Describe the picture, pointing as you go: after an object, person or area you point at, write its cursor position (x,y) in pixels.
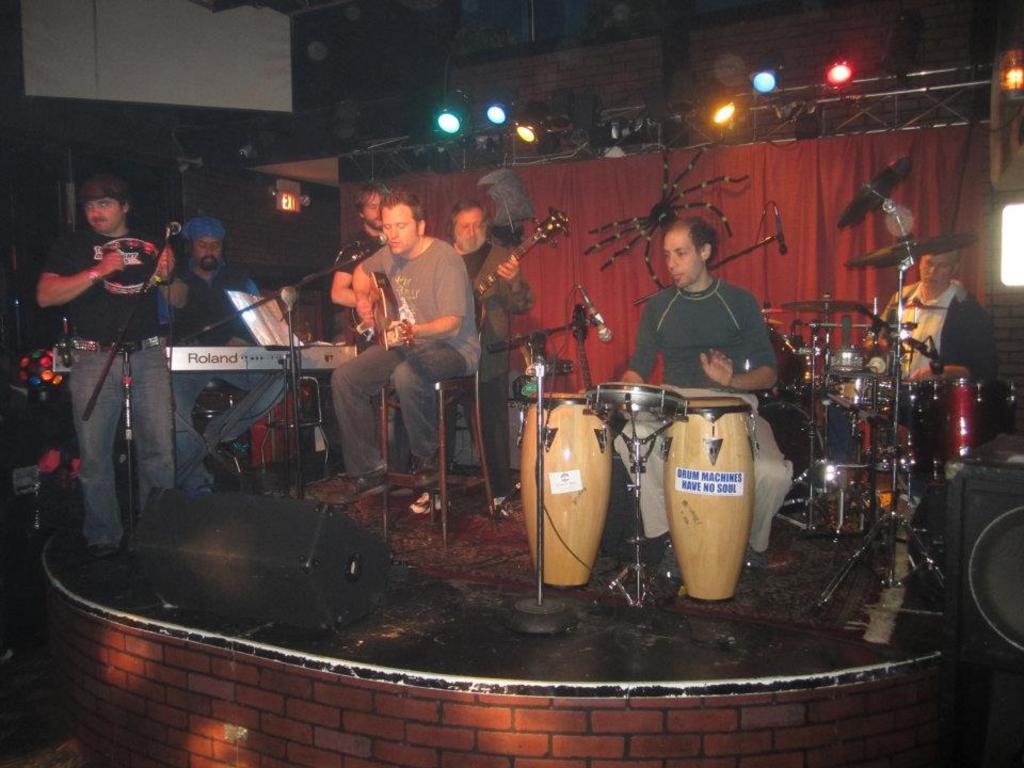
In the image there are few people (155,460) playing various musical instruments (551,459) on the stage (429,711) with lights (449,126) above on the ceiling (740,97).
